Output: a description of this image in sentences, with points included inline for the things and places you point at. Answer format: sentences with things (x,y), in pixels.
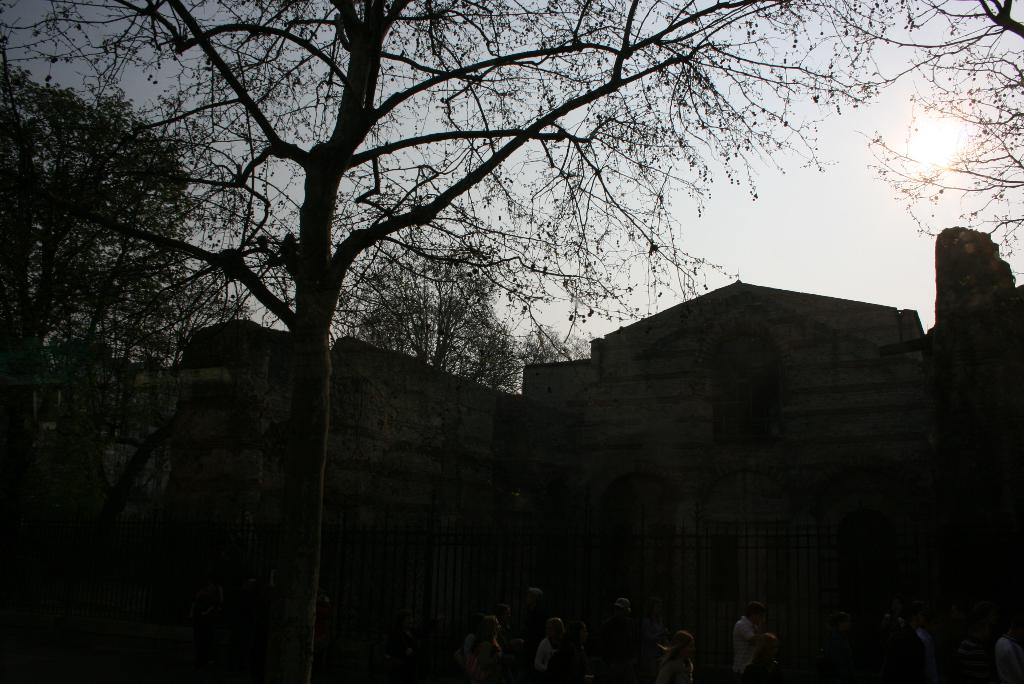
There are trees (295,592), a wall (257,399) and other objects (985,616) on a ground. In the background (968,126), there is a sun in the sky (699,108).
